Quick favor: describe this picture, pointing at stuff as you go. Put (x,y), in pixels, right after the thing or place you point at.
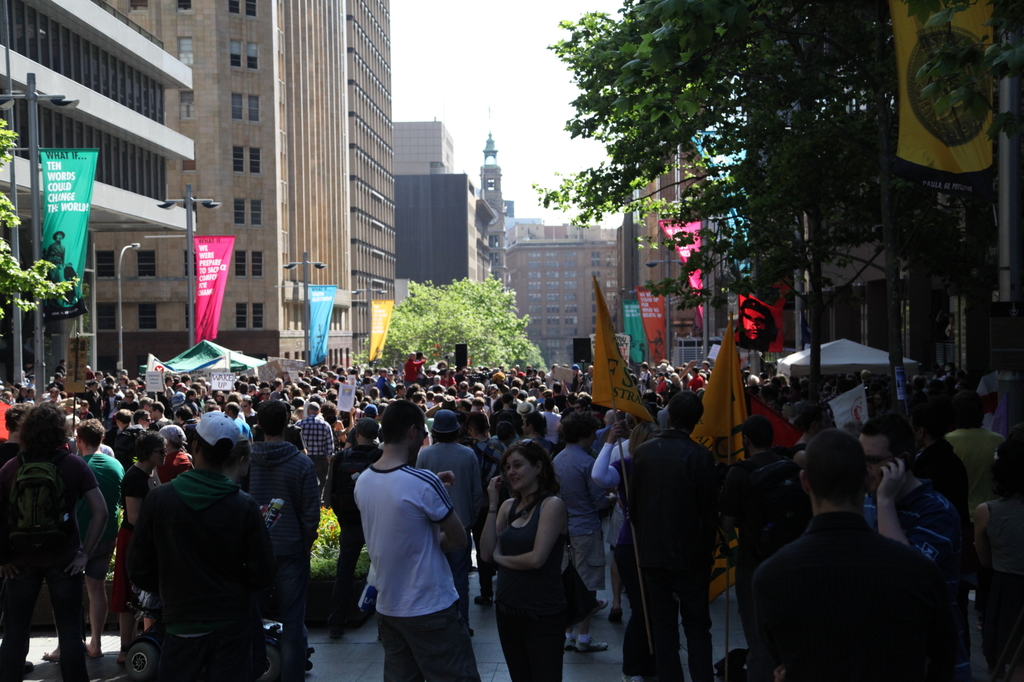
In this image there are a group of people (468,425) who are standing and some of them are holding some flags (721,403), and on the right (845,173) and left side (325,208) there are some trees (736,240), buildings (601,272) and some boards (911,133). And at the top of the image (512,111) there is sky (528,75), and also we could see some poles (21,337).
